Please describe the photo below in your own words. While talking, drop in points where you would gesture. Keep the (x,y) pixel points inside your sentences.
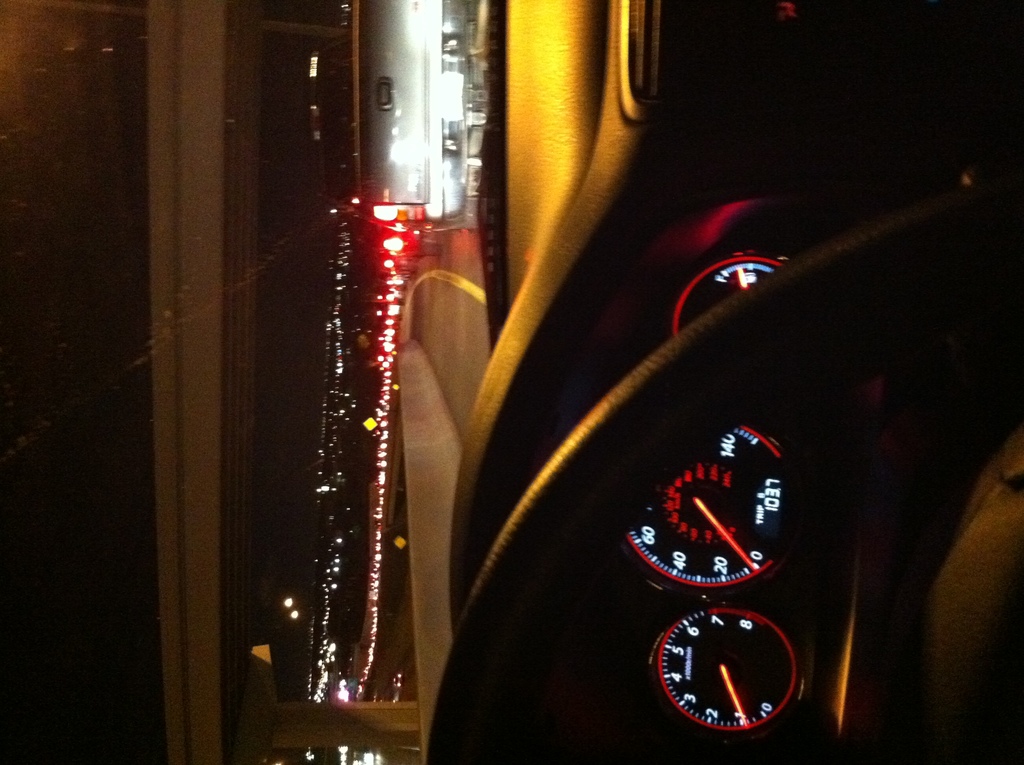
This is the inner view of a vehicle (839,232). In this image, we can see there is a steering wheel (735,340), speedometer (716,508) and front glass window (283,102). Through this window (298,97), we can see there are vehicles (359,121) on the road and there are buildings (343,110) having lights (323,618).
